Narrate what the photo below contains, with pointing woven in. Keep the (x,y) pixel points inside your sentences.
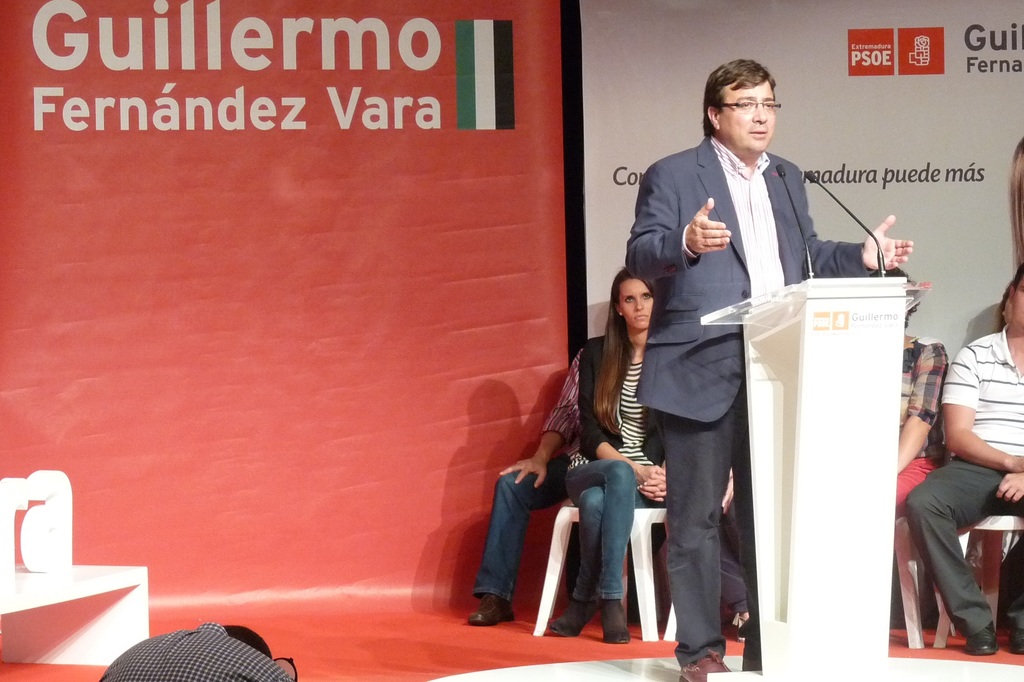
In this image there is a man (716,279) standing near the podium (824,355) and speaking in the mic (791,196) which is in front him. In the background (641,451) there are few other people (598,477) who are sitting on the chairs (651,527). On the left side (331,131) there is a banner (311,176). At the bottom (259,663) there is a person (212,638) who is taking the pictures.
